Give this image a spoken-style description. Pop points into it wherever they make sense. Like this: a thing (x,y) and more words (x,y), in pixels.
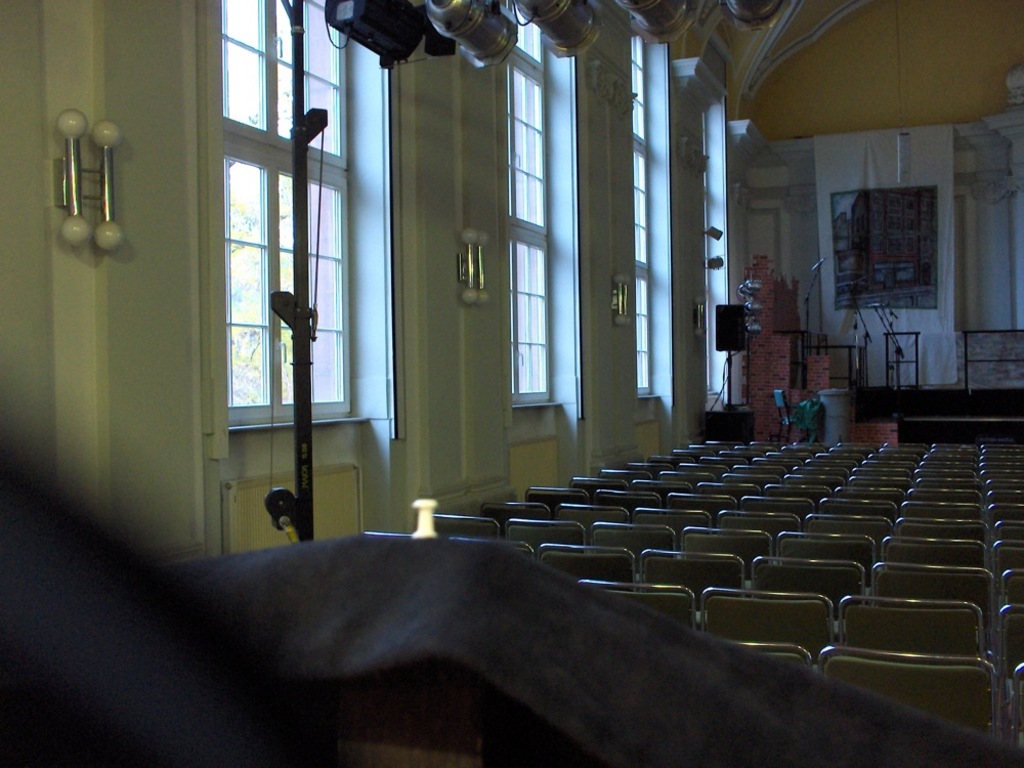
This is an inside view of a building (727,277), and here we can see many chairs (805,485) and lights (494,46).
